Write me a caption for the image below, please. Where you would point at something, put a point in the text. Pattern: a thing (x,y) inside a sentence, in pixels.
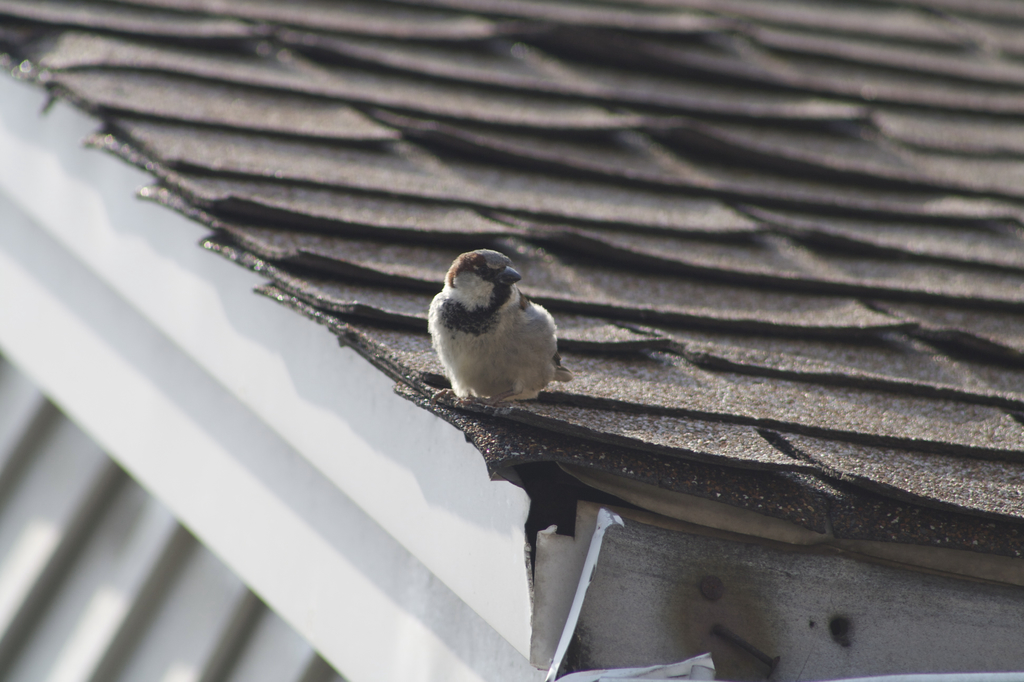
In this image we can see a bird (545,312) on the building (347,510) and also we can see a wall (170,562).
